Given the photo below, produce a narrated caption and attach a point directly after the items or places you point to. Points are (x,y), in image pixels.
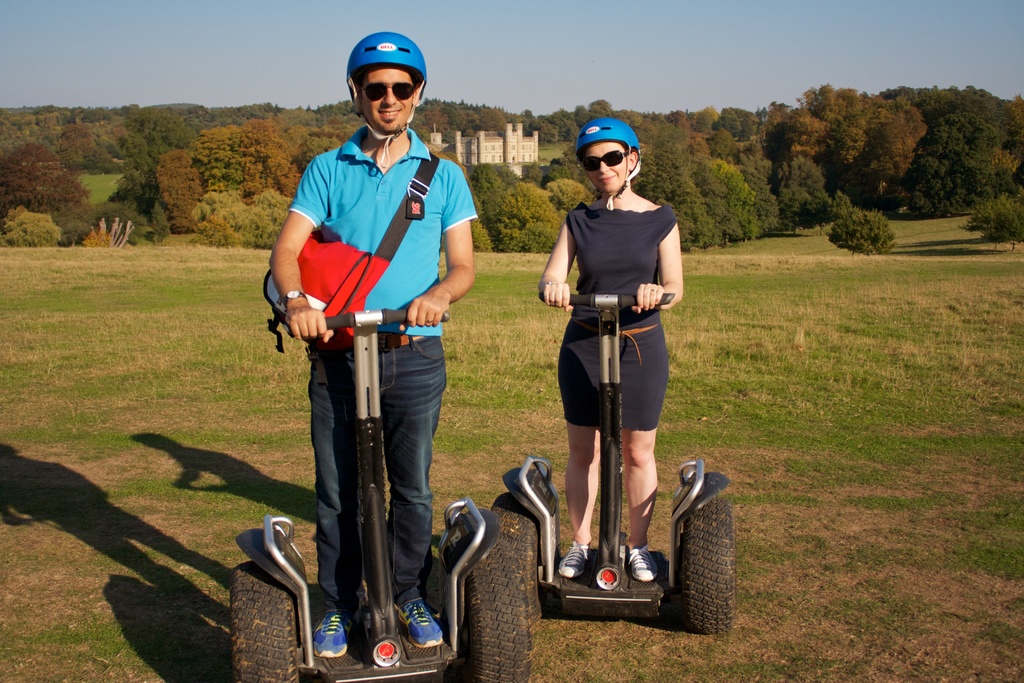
In this picture we can see a man (417,232) wearing a blue t-shirt (361,139) and helmet (400,54) standing on the segway (385,583), smiling and giving a pose to the camera. Beside we can see a woman (629,331) with black dress (636,412), standing on the segway (618,597). Behind there is a green lawn (157,345) and some trees (764,145).
